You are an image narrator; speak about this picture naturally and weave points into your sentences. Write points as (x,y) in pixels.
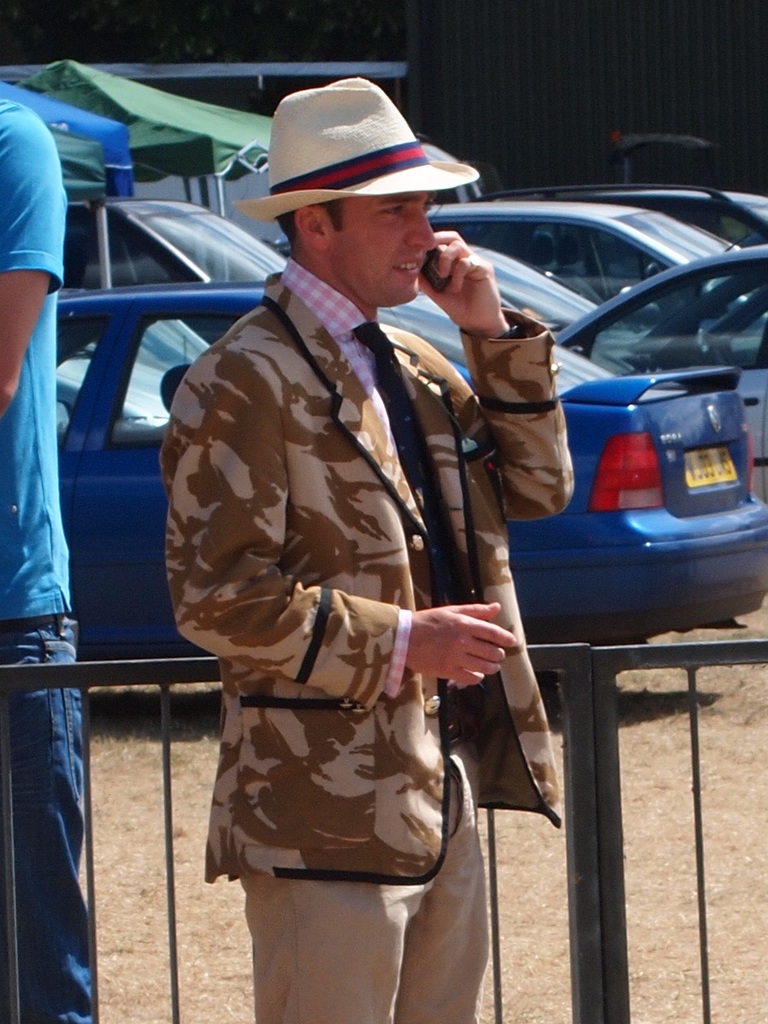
This picture is clicked outside. In the center (350,521) there is a person (360,257) wearing a jacket (326,483), hat (355,139), standing and seems to be talking on a mobile phone (432,280) and we can see the metal fence (155,676) and another person (34,517) seems to be standing on the ground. In the background (572,313) we can see the group of vehicles (133,235) seems to be parked on the ground (706,773).
